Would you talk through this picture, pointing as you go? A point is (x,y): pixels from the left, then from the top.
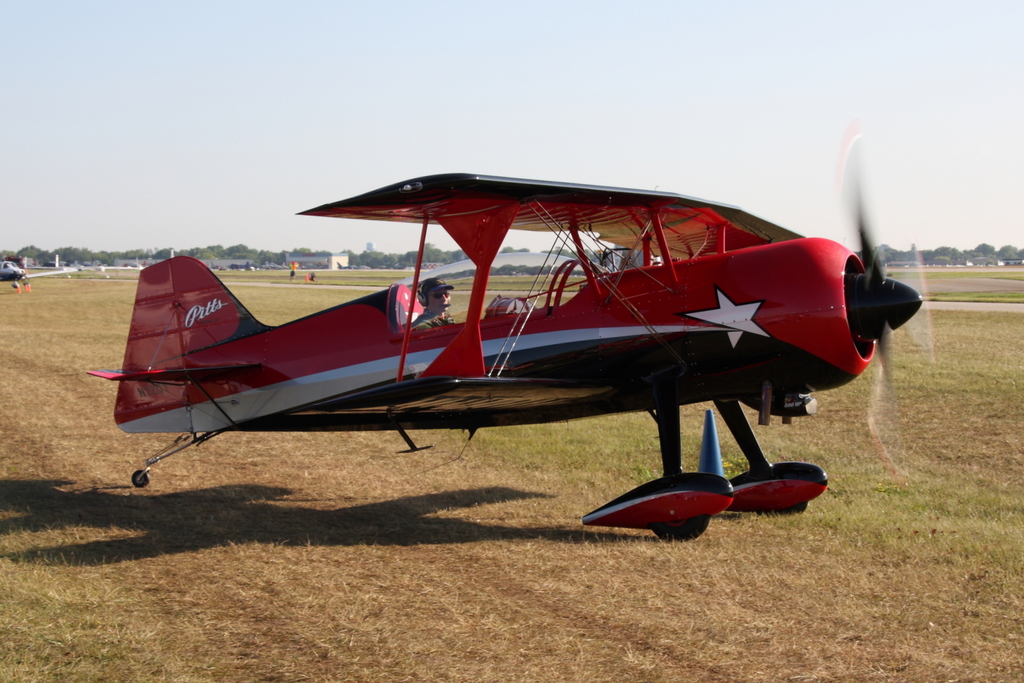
In this image, we can see a person (433,326) in an airplane (631,304). There is a sky (335,50) at the top of the image (335,50).
